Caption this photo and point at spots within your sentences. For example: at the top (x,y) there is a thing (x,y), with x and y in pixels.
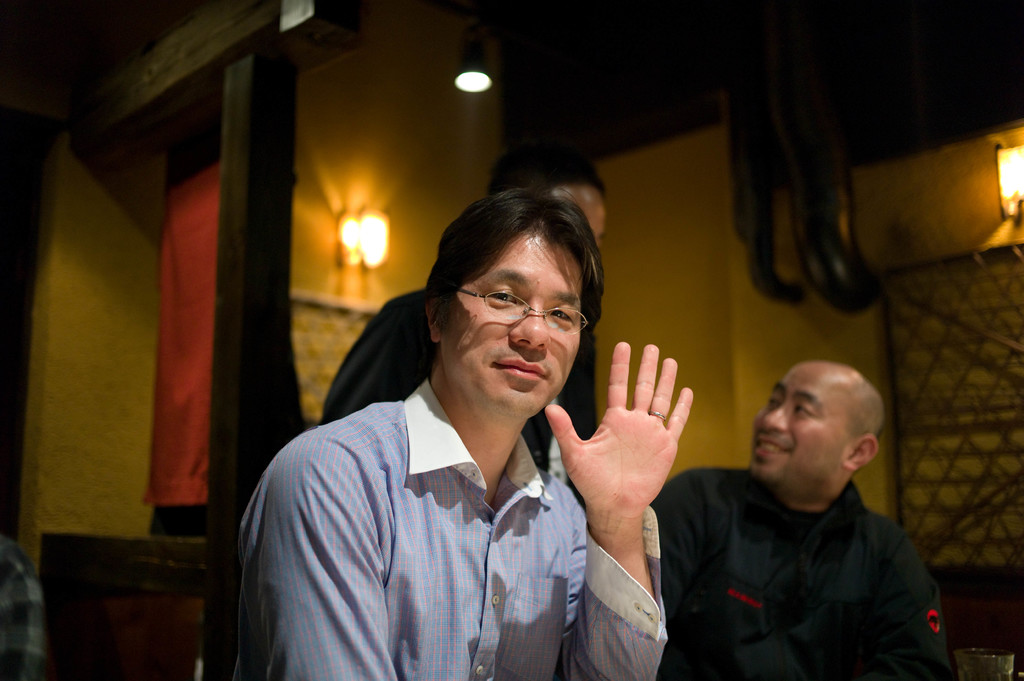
In this image 3 persons (623,430) are there, one of the person (532,457) is showing his hand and the other person (771,472) is talking to another person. There is a lamp (362,243) which is glowing.
